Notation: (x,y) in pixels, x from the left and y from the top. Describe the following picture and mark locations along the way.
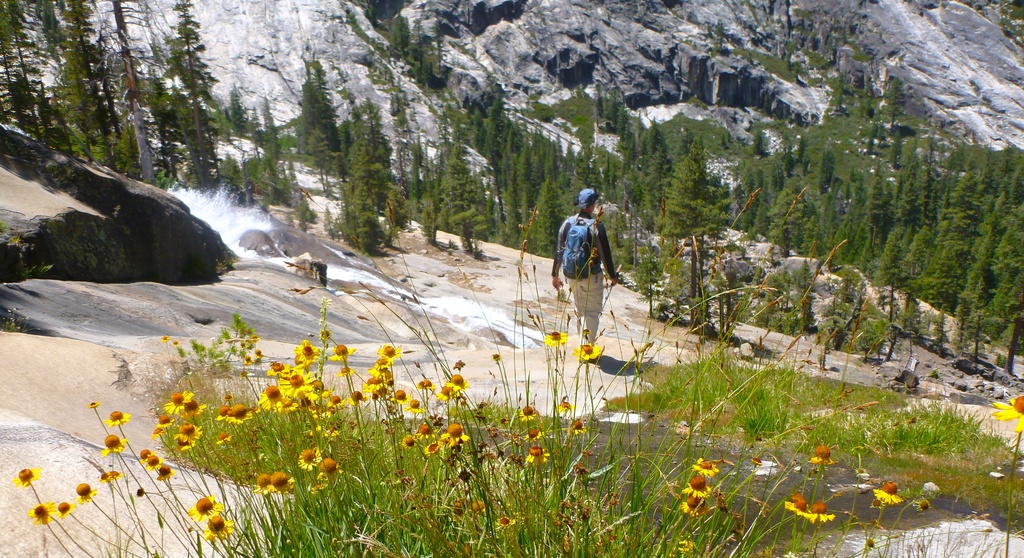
In the middle of this image (586,207), there is a person (582,296) wearing a blue color cap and bag (584,239) and walking on a surface of a hill (510,270). On the left side (330,410), there are plants (339,423) having yellow color flowers (299,377) and there is grass (349,557). On the right side (793,551), there are plants (694,467) having yellow color flowers (708,475). In the background (161,153), there is a waterfall (453,298) and there are trees (941,174) on the mountains (900,60).
